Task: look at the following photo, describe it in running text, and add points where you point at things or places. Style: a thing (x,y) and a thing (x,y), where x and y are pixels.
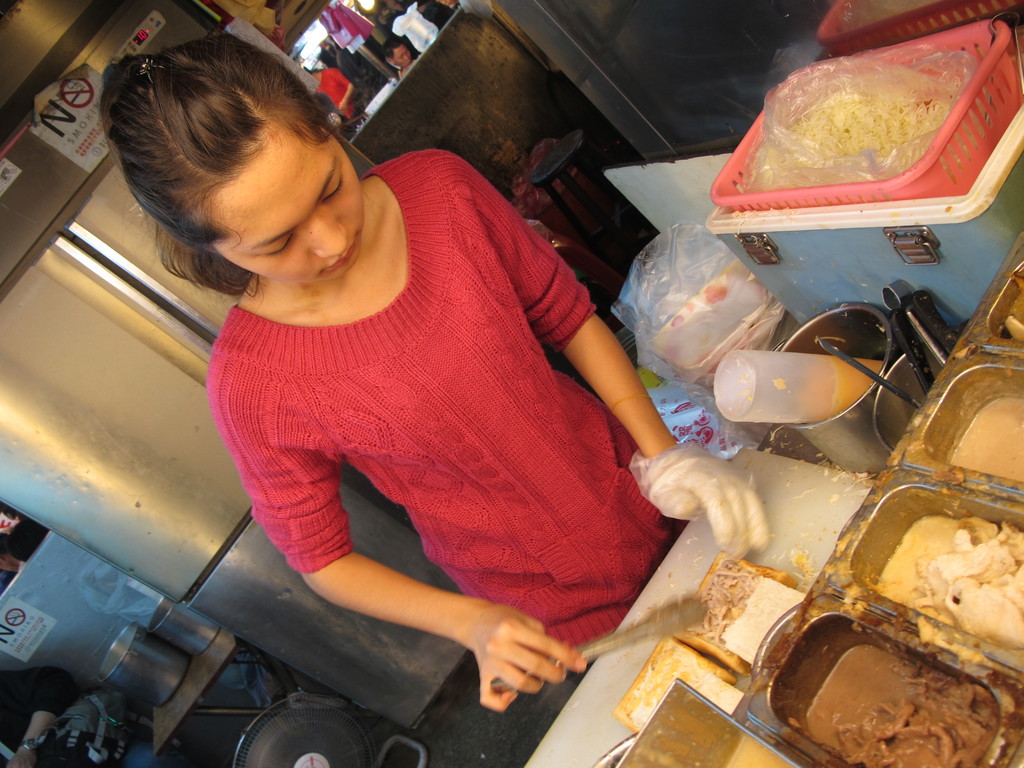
In this image I can see the person (390,409) standing and wearing the red color dress (505,437). I can see the utensils (872,537) with food (898,595), bottle (790,414) and the person (694,477) holding the spoon (645,640). To the side I can see the basket (834,187) and the tray (822,212). To the left (24,734) I can see one more persons hand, fan (267,734) and few more utensils (138,683). In the background (100,308) I can see the silver color object (85,416) and few more people (347,99).
